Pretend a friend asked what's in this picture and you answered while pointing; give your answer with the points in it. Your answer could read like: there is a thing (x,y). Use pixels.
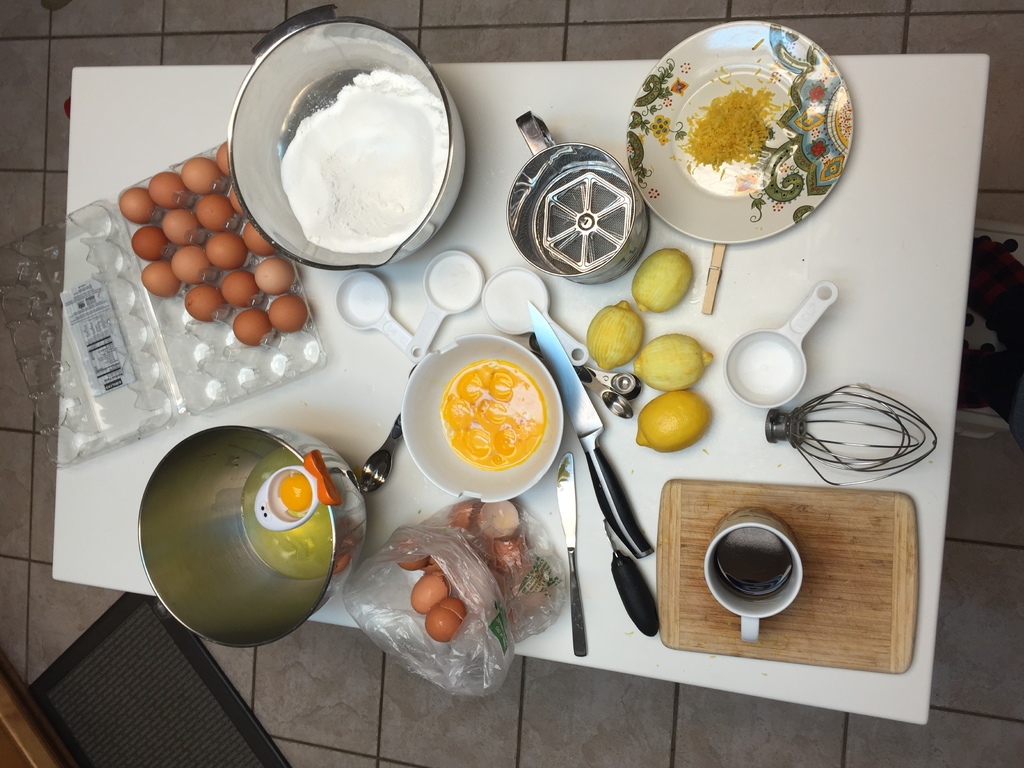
In this picture we can see a few eggs (163,198) in a tray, flour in a bowl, cup (797,553) on a wooden plank (697,538), knives (594,428), spoons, egg yolk (482,367) in a bowl (511,353), eggs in a cover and other objects (791,341) on a white table (833,205). There is a mat (153,612) on bottom left (141,697).
